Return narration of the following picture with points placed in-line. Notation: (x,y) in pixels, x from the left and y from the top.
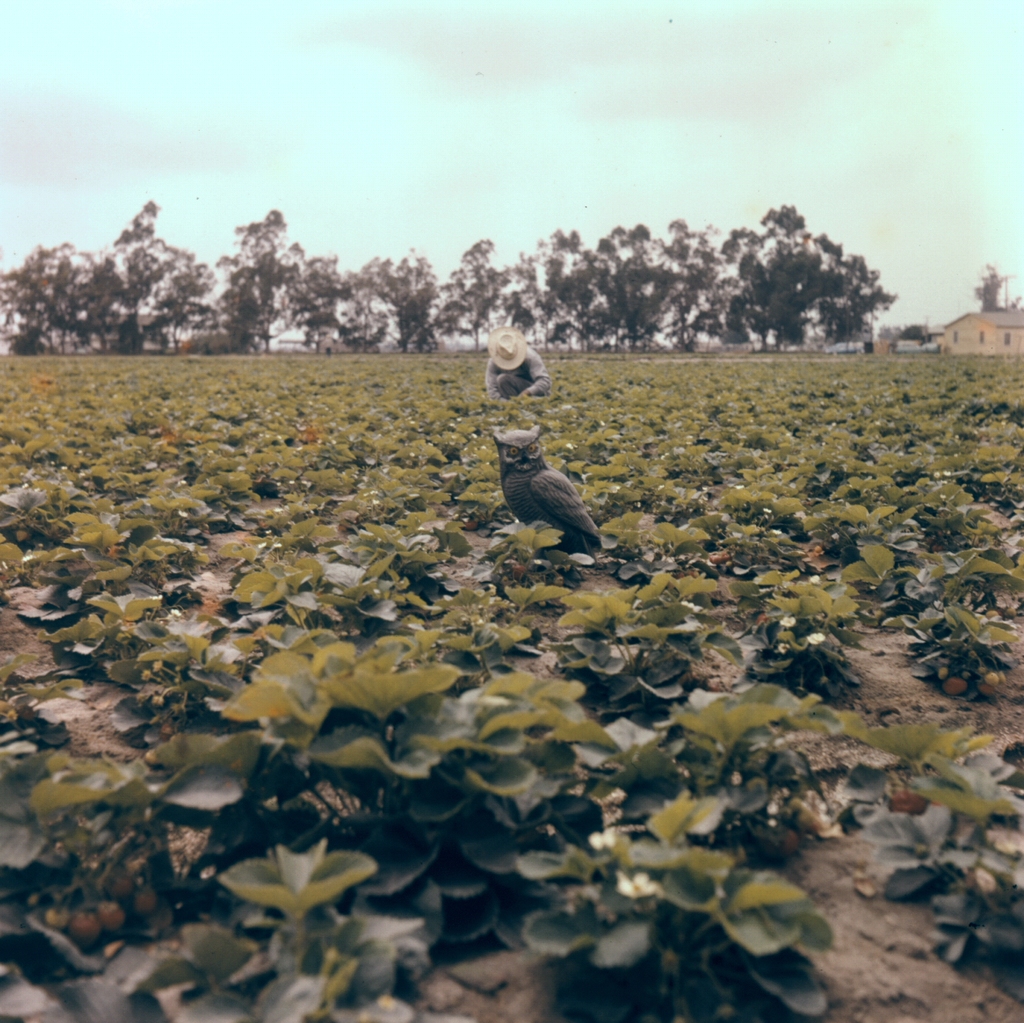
In this image we can see an owl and a man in the agricultural farm (491,509). In the background (570,161) there are buildings (978,328), trees (667,296) and sky (648,135) with clouds (41,161).
